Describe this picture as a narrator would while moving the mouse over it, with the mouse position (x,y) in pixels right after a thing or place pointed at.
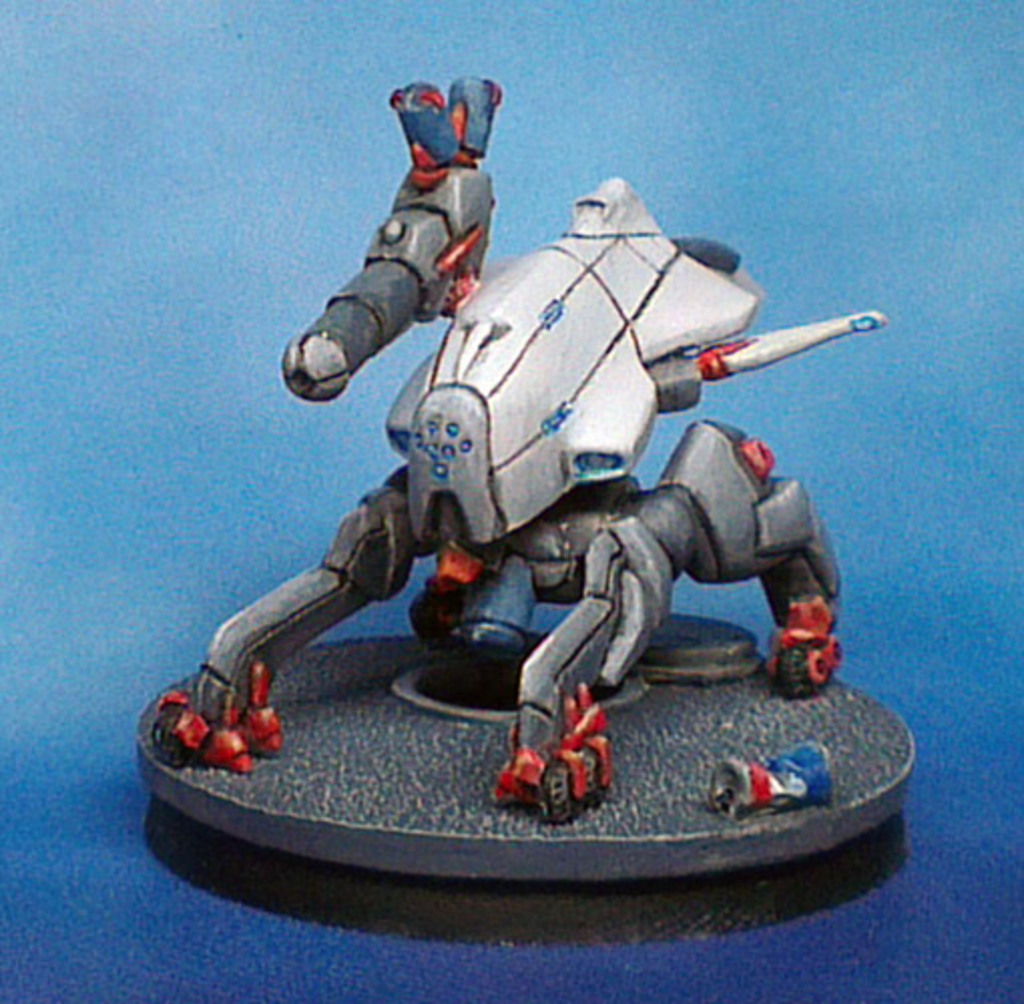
In the picture I can see a toy (520,580) on an object (477,792). The background of the image (933,430) is blue in color.
